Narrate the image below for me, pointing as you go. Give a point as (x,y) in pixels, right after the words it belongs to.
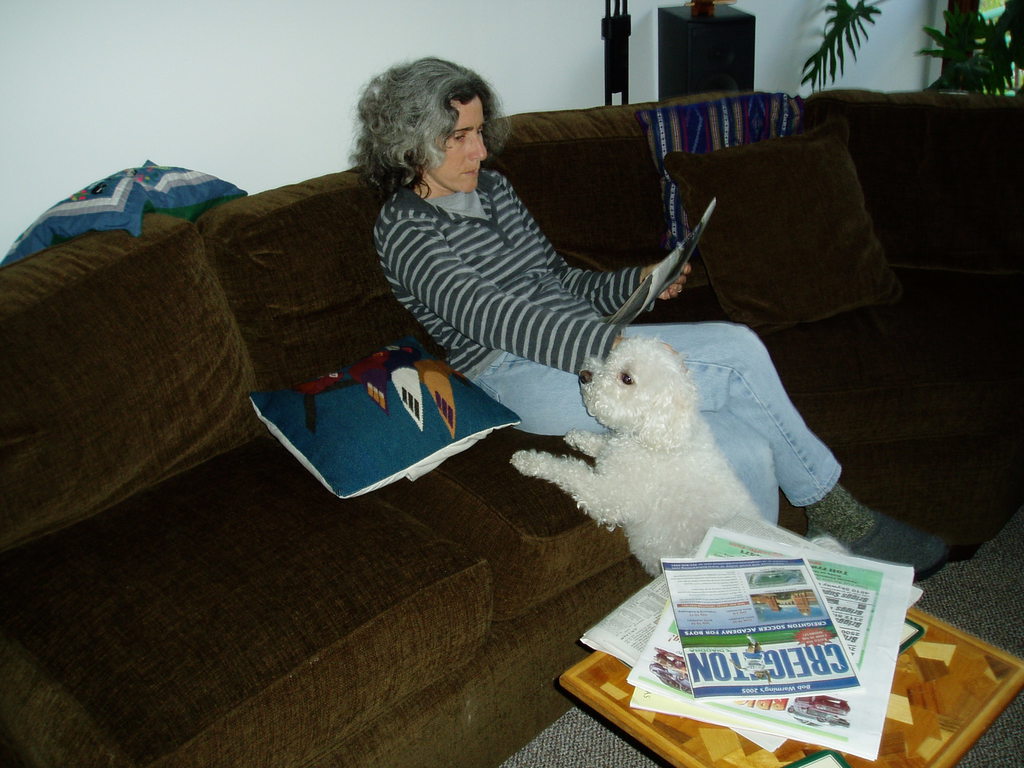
In the center of the image (607,297) we can see one carpet (986,622) and one person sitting on the couch (328,568) and she is holding some object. In front of her, we can see one table (941,729) and one dog (617,499), which is in white color. On the table (930,720), we can see papers (831,717) and a few other objects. On the couch (450,553), we can see pillows (719,296). In the background (436,54) there is a wall (300,25), plants (976,80), black color objects (707,80) and a few other objects (985,9).
